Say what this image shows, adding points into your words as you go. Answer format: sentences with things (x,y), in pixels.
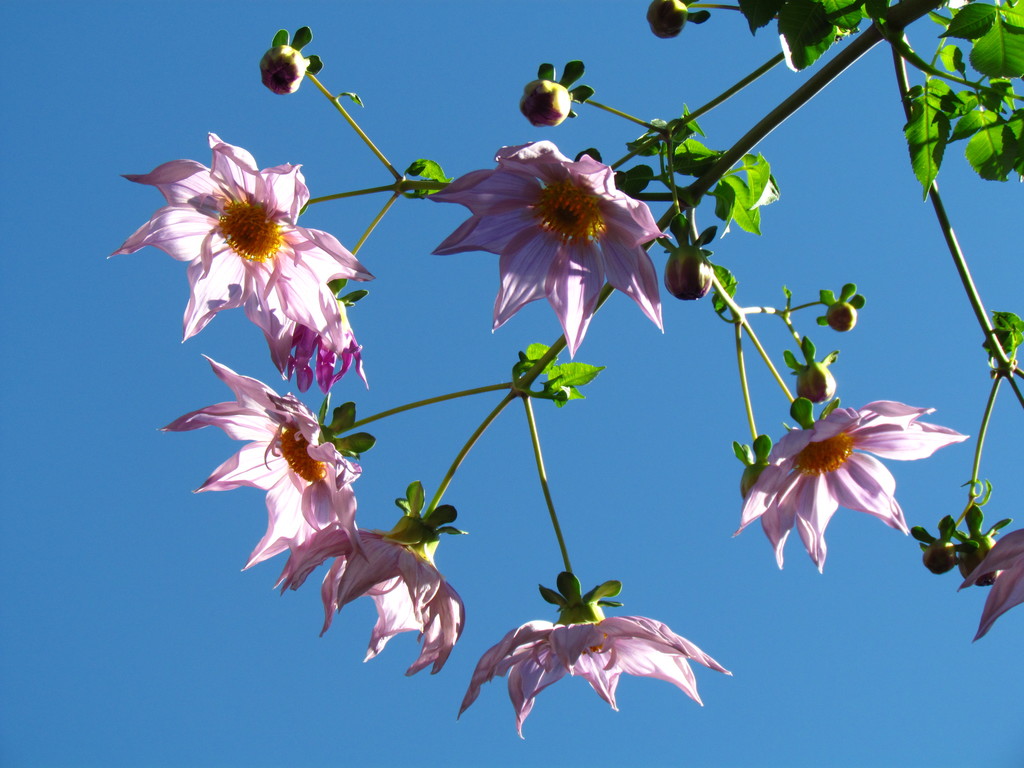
There is a tree (743,166) having pink color flowers (492,201) and green color leaves (733,204). In the background (474,468), there is blue sky (125,661).
